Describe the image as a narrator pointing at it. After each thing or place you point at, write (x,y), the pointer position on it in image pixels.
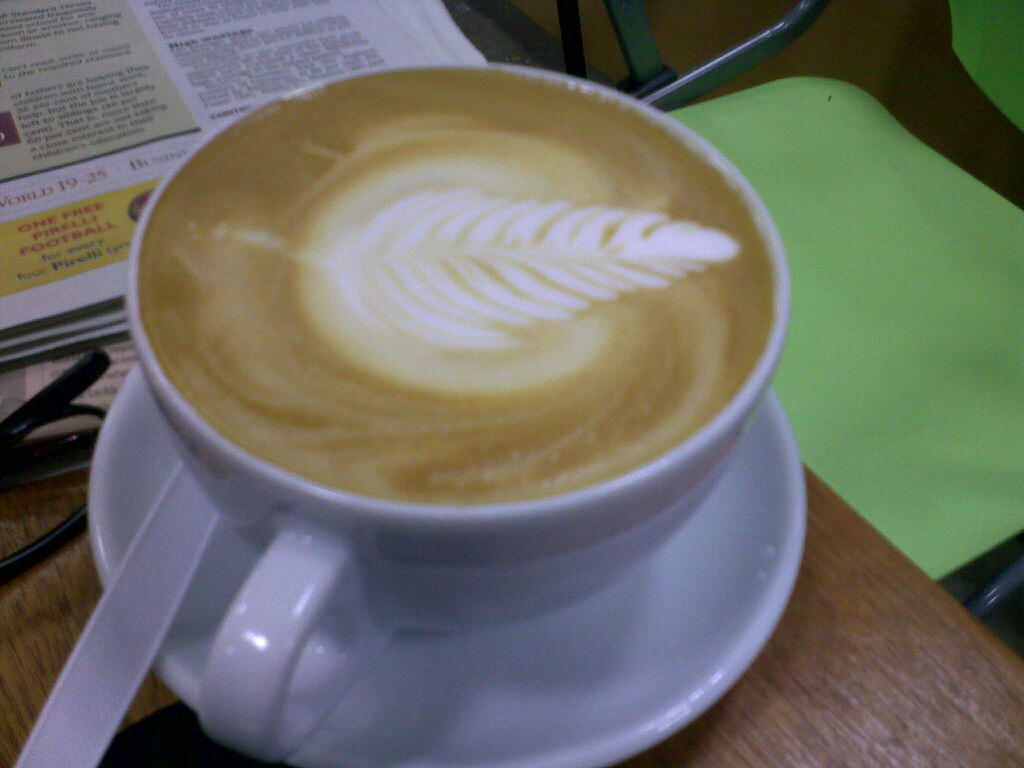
There is a coffee cup (362,344) served with a saucer (763,629) and it is kept on a table (797,605), there are spectacles (44,542) and newspaper (57,261) beside the coffee cup (347,348), in front of the table (831,689) there is a chair (810,225).
